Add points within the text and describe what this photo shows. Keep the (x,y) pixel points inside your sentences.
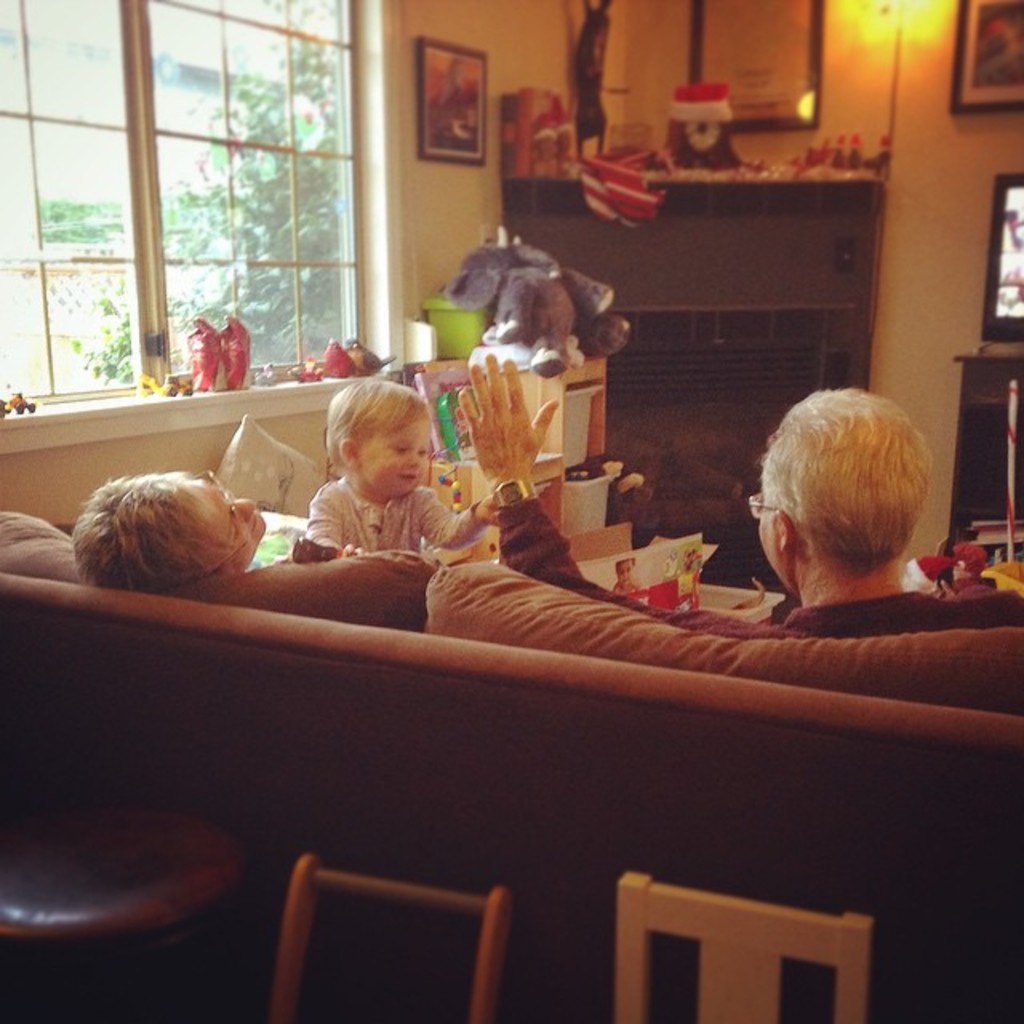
In this picture we can see three persons (786,571), one man (802,571), one woman (217,557) and a child (385,501), they are sitting on a sofa (505,709), on the left side of the image (122,364) we can see a window (138,243) from Window (176,240) we can see a tree (282,178), on the right side of the picture (992,308) can see television (1003,270), in the background (975,255) there is a wall (889,211) and there are some portraits (802,75) on the wall (198,458), we can see a doll (561,304) on the table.
